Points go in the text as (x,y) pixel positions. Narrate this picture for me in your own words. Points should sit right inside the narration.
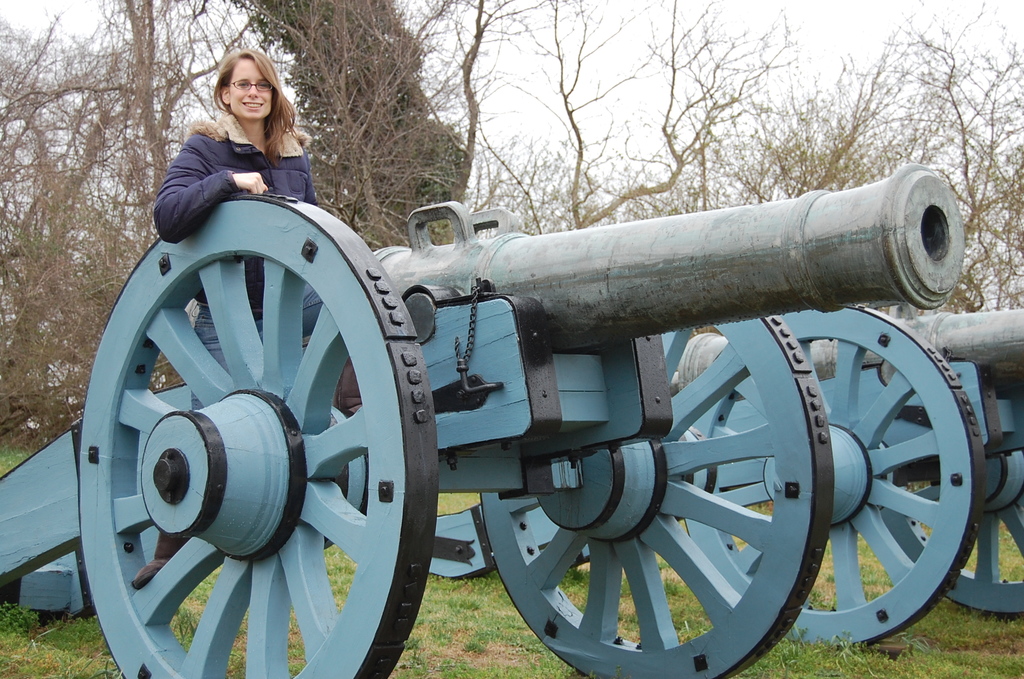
In this picture we can see cannons (473,510) on the grass (772,675) and on a cannon (247,653) we can see a woman (256,292) wore spectacles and smiling and in the background (381,205) we can see trees (436,200) and the sky (534,144).
